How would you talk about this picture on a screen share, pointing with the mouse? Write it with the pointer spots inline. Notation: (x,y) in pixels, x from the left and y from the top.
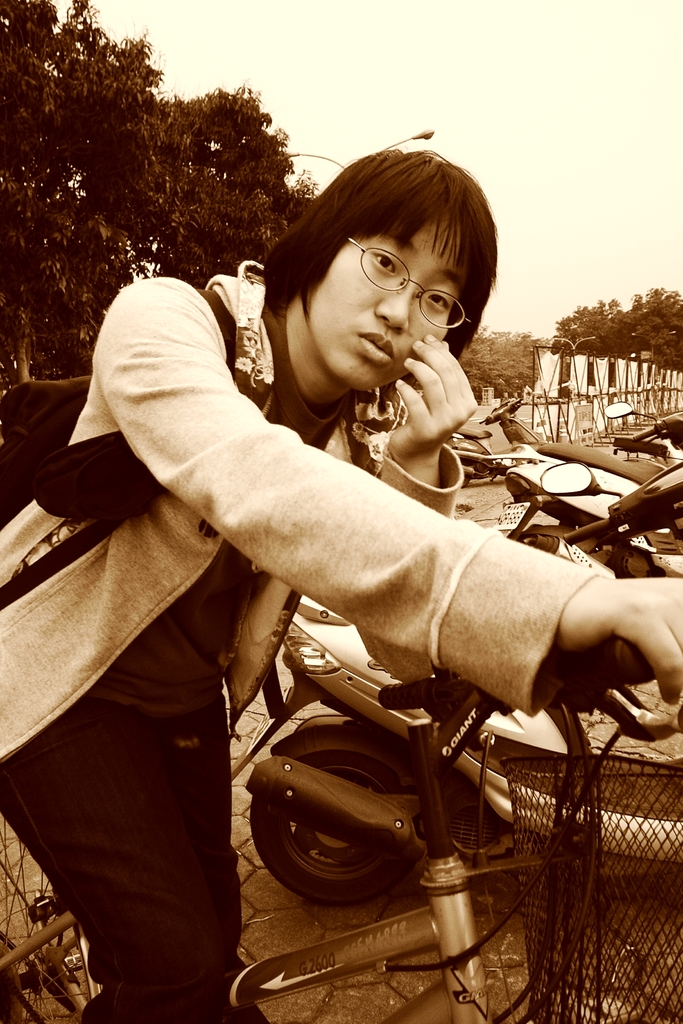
In the image we can see there is a person (310,386) who is sitting on bicycle (641,780) and at the back (225,215) there are lot of trees (245,198) and the image is in black and white colour.
